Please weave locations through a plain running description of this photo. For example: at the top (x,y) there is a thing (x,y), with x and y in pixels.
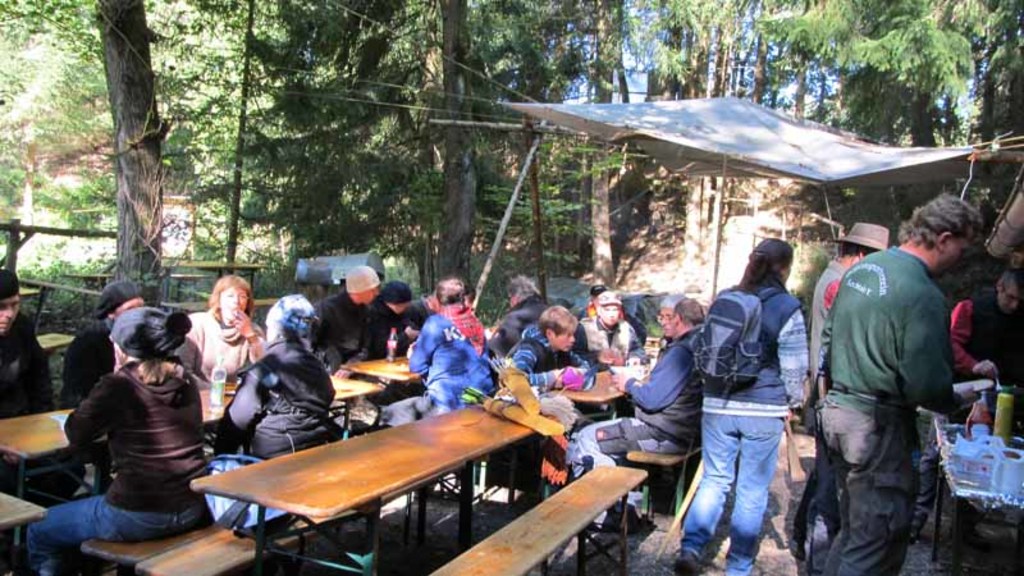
In this image, There are some tables (426,467) in yellow color and there are some people (276,400) sitting on the table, In the right side (859,419) there is a man (846,438) standing and there is a table (971,456) on that there are some plates (989,458), In the background (273,144) there are some trees (357,134) in green color and there is a shed (745,141) in white color.
